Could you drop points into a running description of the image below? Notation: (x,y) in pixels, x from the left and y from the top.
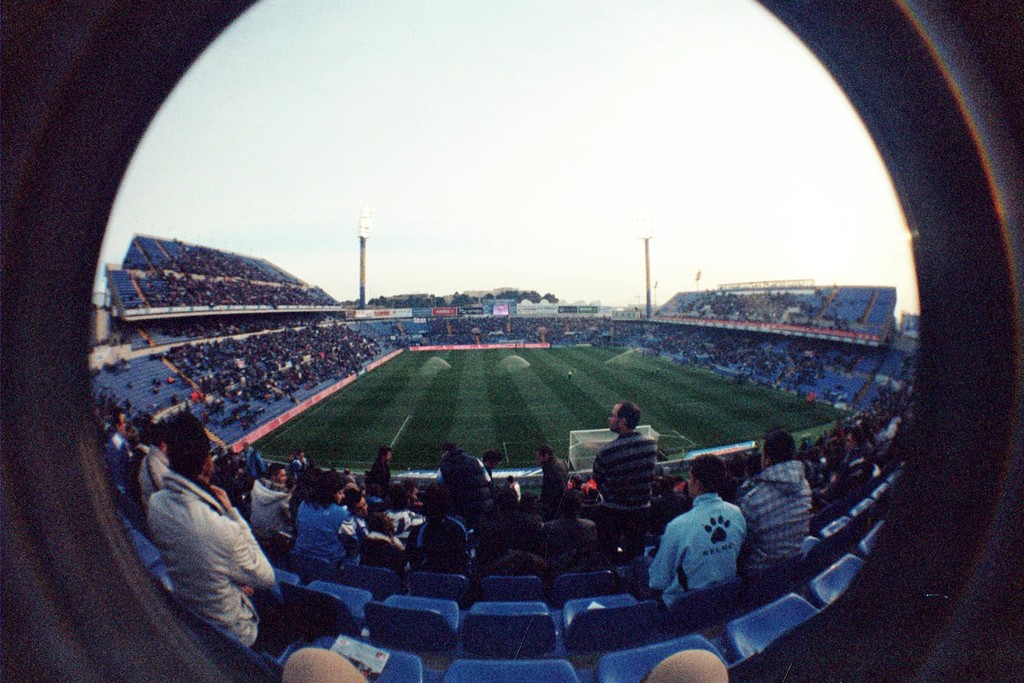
In this image we can see spectators (256,346), sports ground (408,376), flood lights (366,219), trees (536,301) and sky (627,220) through a camera lens (160,652).
